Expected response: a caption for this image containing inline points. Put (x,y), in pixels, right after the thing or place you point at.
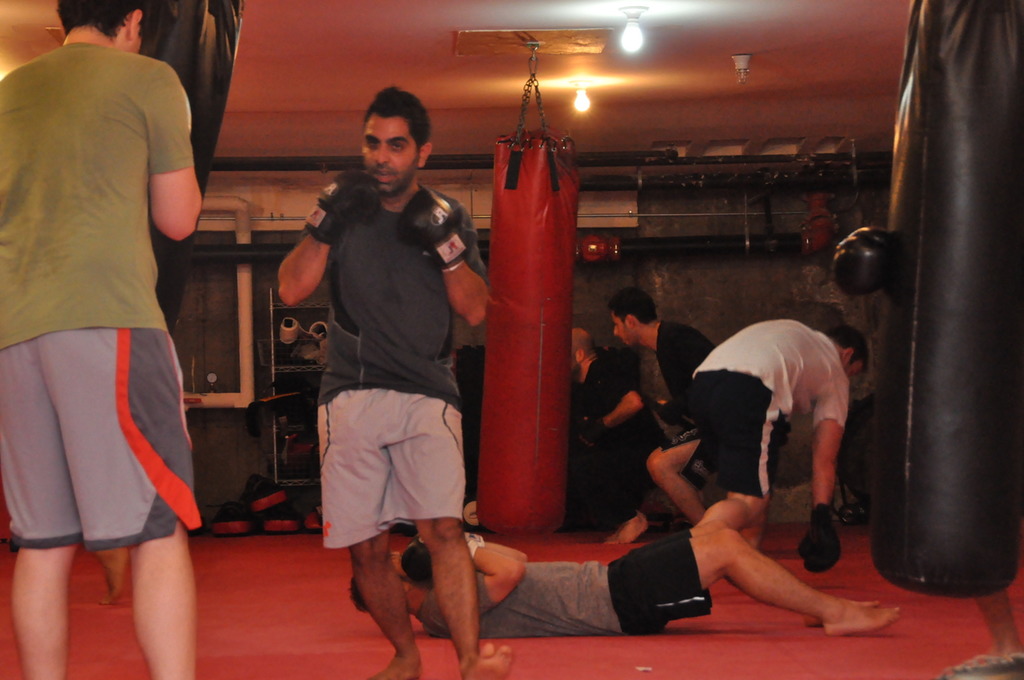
In the picture I can see two persons (114,322) wearing T-shirts (129,322) are standing here on the left side of the image (59,474), I can see a person (766,563) is lying on the floor (723,648) and we can see a few more persons (832,541) are standing, here I can see punching bags (573,289), the wall (227,356), few objects (805,242) and ceiling lights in the background (818,209).
